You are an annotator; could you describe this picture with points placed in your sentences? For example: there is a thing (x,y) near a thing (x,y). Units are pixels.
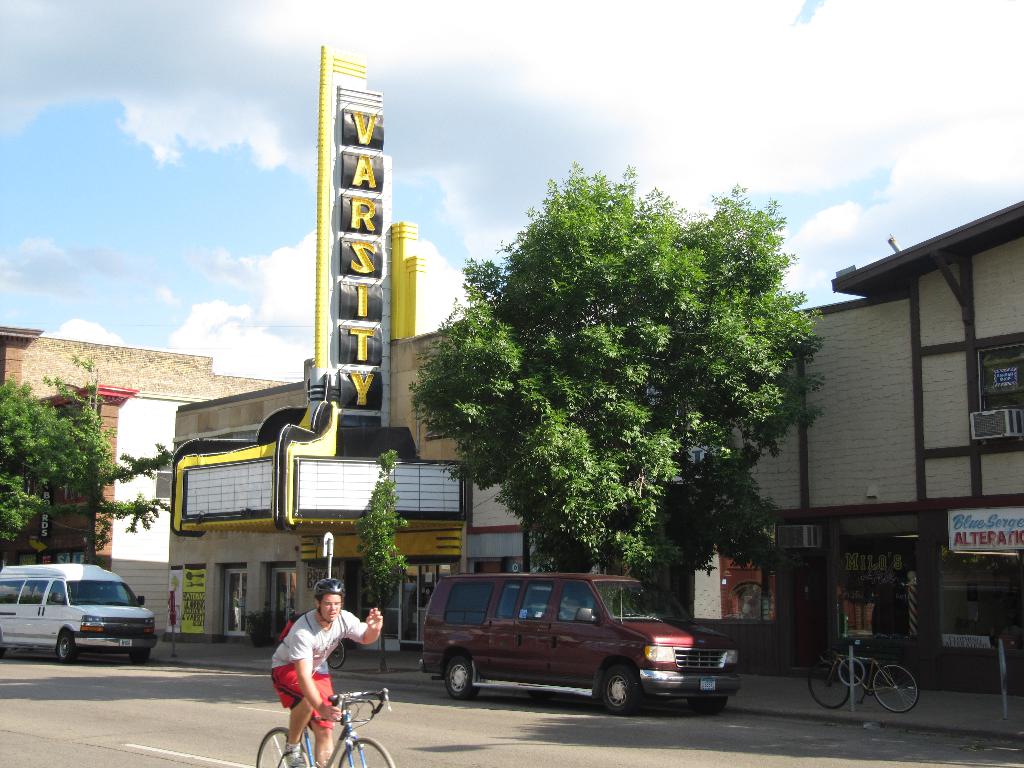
Here we can see a man (355,621) riding a bicycle (334,711) on the road (240,705) and there are two vehicles (12,614) on the road (798,721). In the background (458,394) there are trees (91,401), buildings (163,582), hoardings (305,420), poles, a bicycle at the pole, AC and clouds (264,142) in the sky (423,76).
